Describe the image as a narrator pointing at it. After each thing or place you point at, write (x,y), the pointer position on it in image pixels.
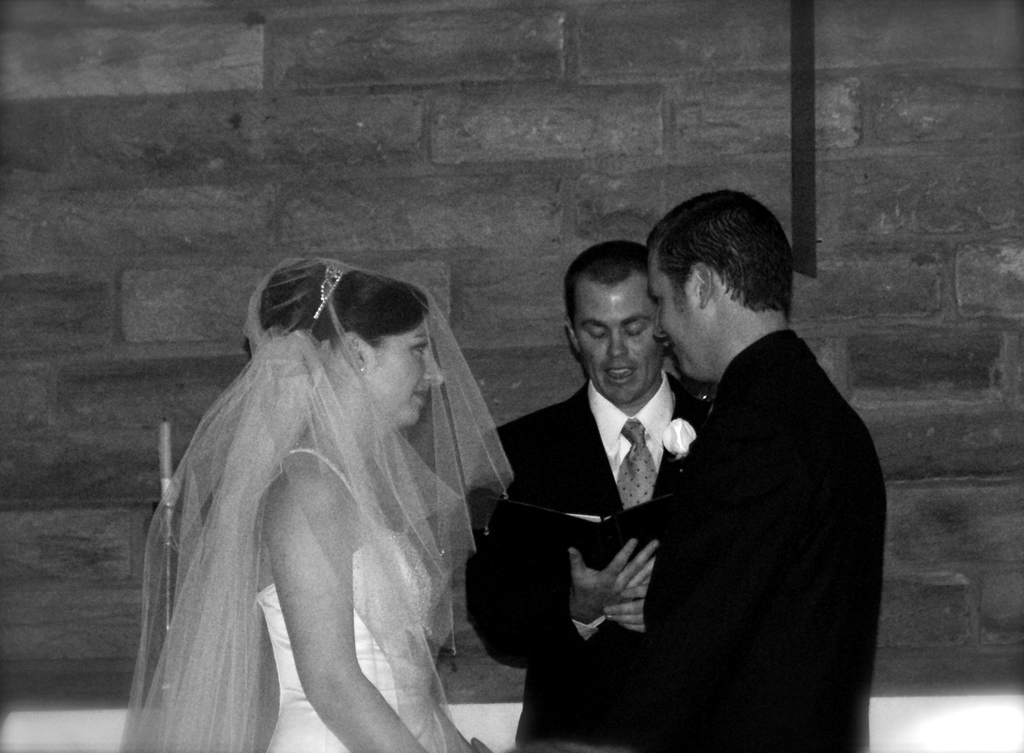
In this picture we can see a tie (633,459), book (640,543), candle (166,452), crown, blazers (765,579) and three people (564,672) standing and in the background (619,160) we can see the wall (497,208).
